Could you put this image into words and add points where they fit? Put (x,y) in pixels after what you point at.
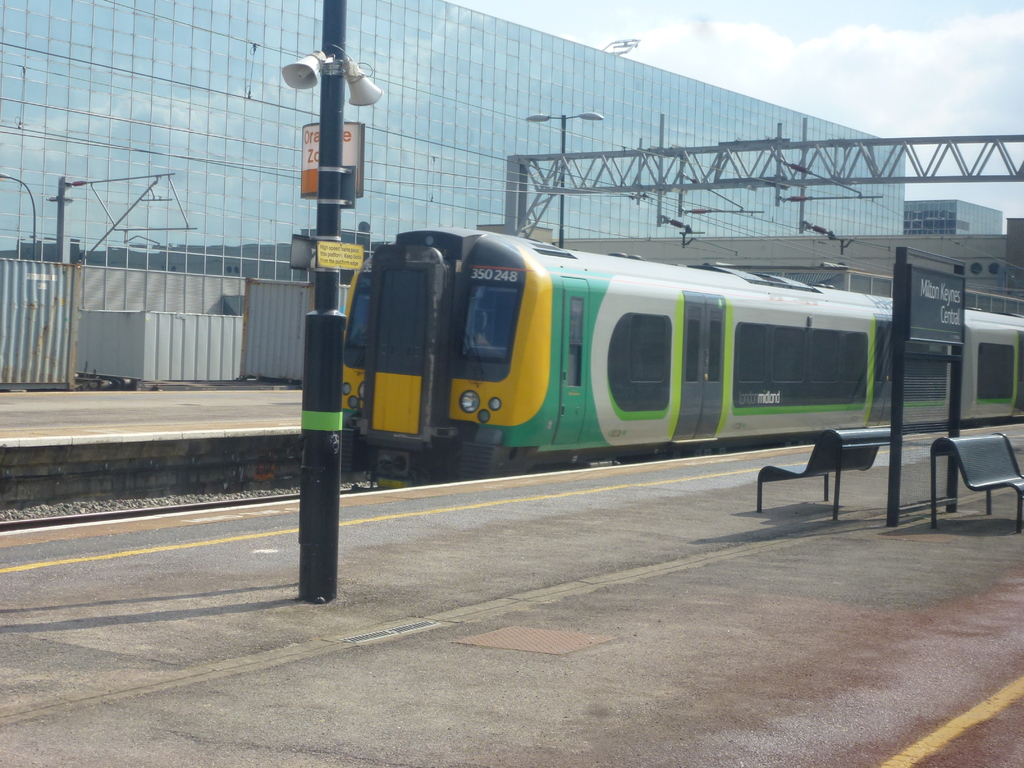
In this image in the center (483,365) there is a train (488,380), at the bottom (718,583) there is a railway track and a walkway (739,606) and also we could see some poles (340,378). On the pole (332,88) there is a board (333,263) and some speakers (315,77), on the right side (860,460) there are two benches (996,462) and some board (910,309). On the board (918,298) there is some text (921,281). In the background (579,108) there are some buildings (439,137), towers (640,199) and at the top of the image (826,63) there is sky (804,52).
